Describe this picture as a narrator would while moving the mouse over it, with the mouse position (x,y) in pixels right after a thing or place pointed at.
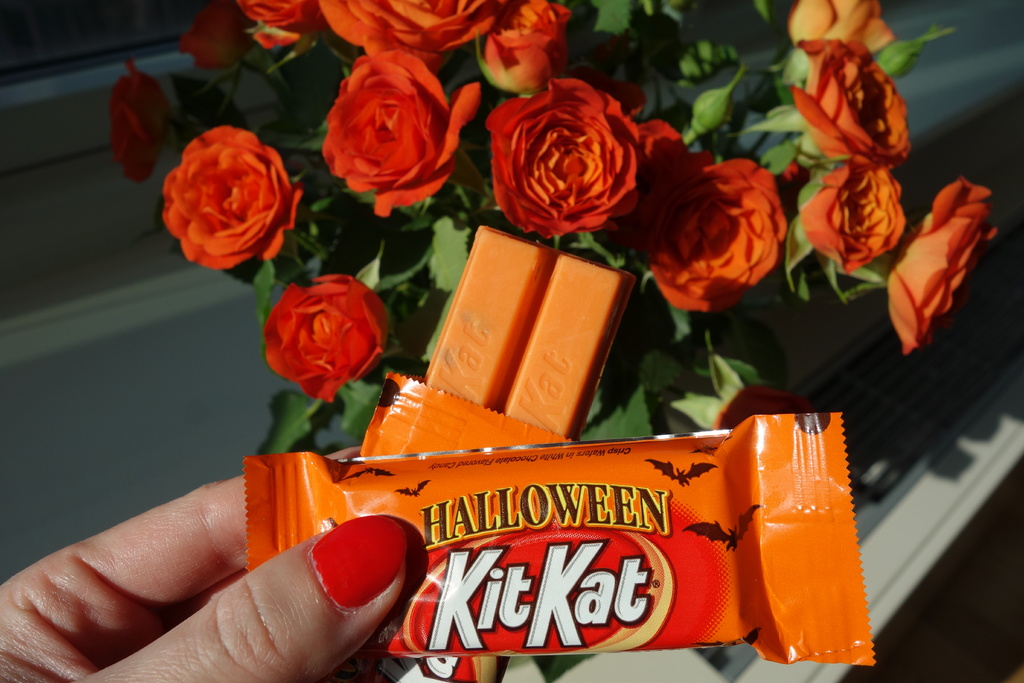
Here we can see hand (135,647) of a person (281,662) holding chocolates (537,550). There are flowers (416,35) and leaves (692,81).
